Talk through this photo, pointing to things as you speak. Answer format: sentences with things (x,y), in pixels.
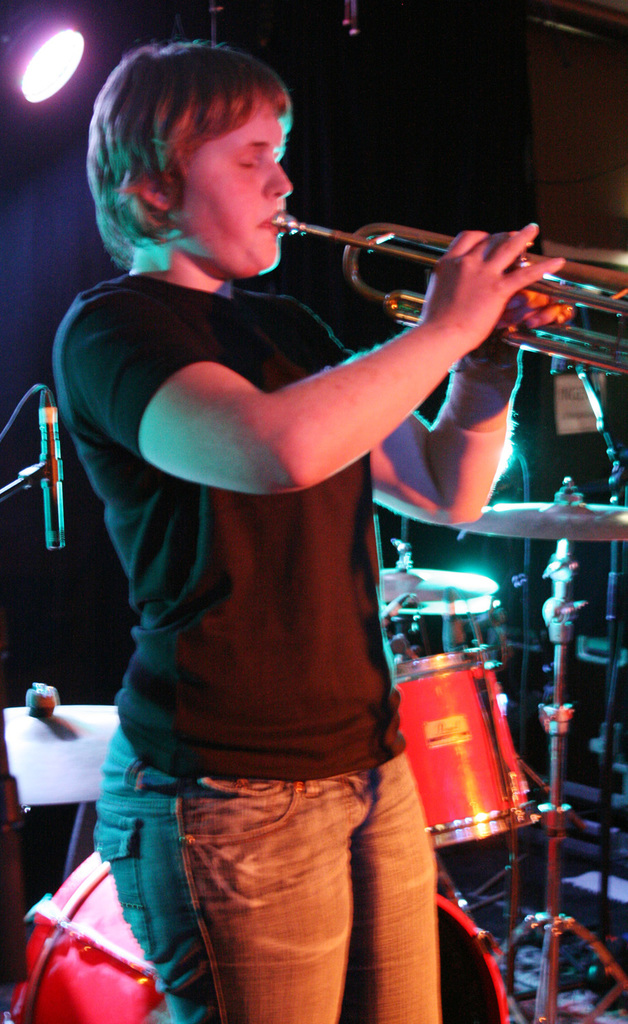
There is a person (268,385) playing a trumpet (419,258). In the back (461,593) there is a musical instrument (452,587). Also there is light (42,50) and a mic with mic stand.
